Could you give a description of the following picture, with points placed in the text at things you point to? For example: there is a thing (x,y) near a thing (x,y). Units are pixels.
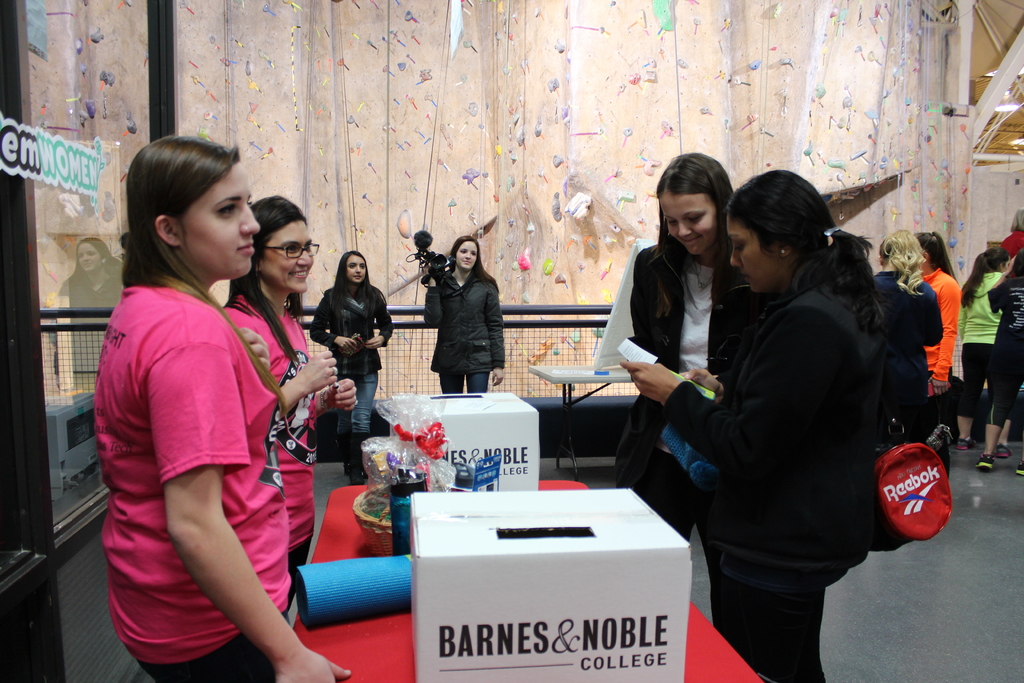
In this image we can see a few people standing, among them some people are holding the objects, also we can see a table (405,647), on the table (404,643), there are boxes (464,583) and some other objects (400,529). In the background (543,423), we can see the fence (427,354) and the wall (507,83), on the left side of the image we can see a glass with some text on it.
